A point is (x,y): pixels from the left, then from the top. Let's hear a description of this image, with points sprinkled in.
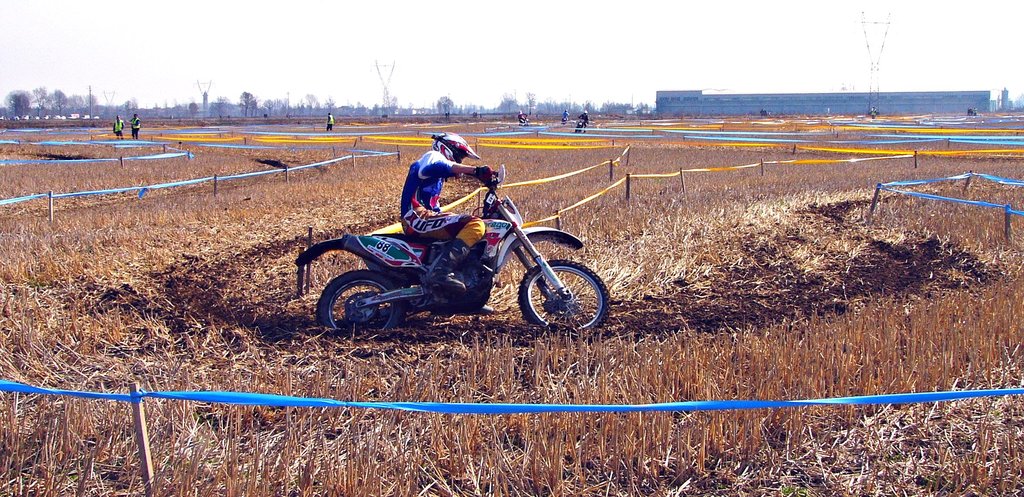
In this picture I can see group of people (452,270) riding the motorbikes (488,296) on the dried grass (269,125), there is a racing track (275,125), there are group of people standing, there are trees (386,105), and in the background (654,60) there is sky (634,41).
